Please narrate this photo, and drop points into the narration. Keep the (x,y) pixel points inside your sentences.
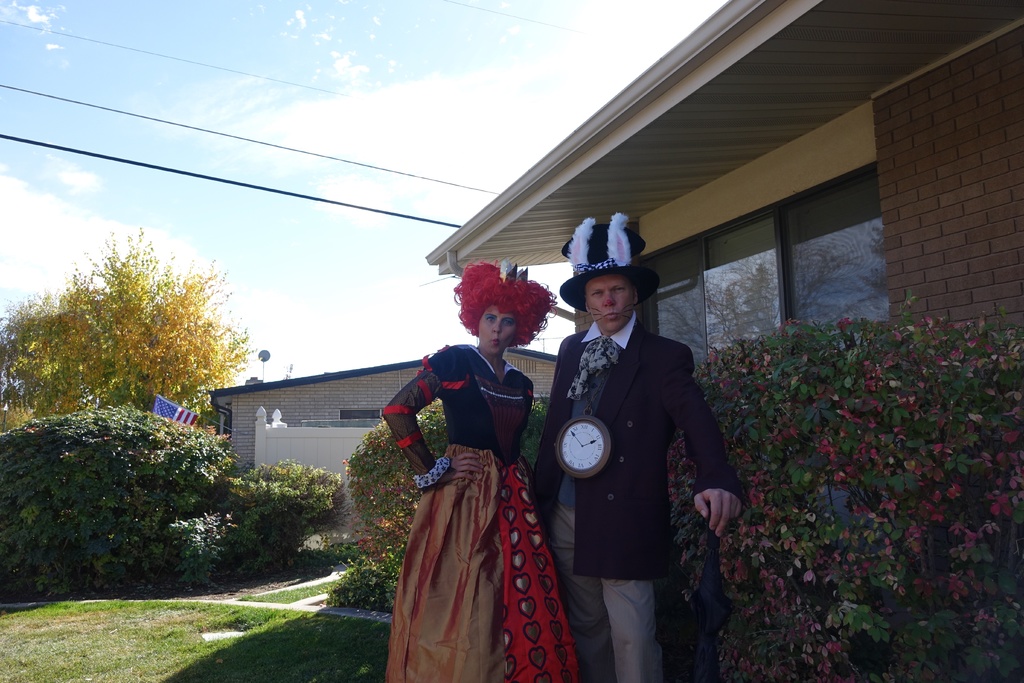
In this picture we can see a man (665,399) and a woman (529,512) wearing a costume (628,492). We can see a clock (576,465) on the suit (652,468) of this man (652,468). Some grass (48,661) is visible on the ground (173,585). There are a few bushes (131,574), a flag (168,414), houses (257,404) and trees (115,397) are visible in the background (728,266). We can see the reflections (725,307) of a few trees (769,305) on the glass objects (731,325). Sky (180,181) is blue in color and cloudy.
